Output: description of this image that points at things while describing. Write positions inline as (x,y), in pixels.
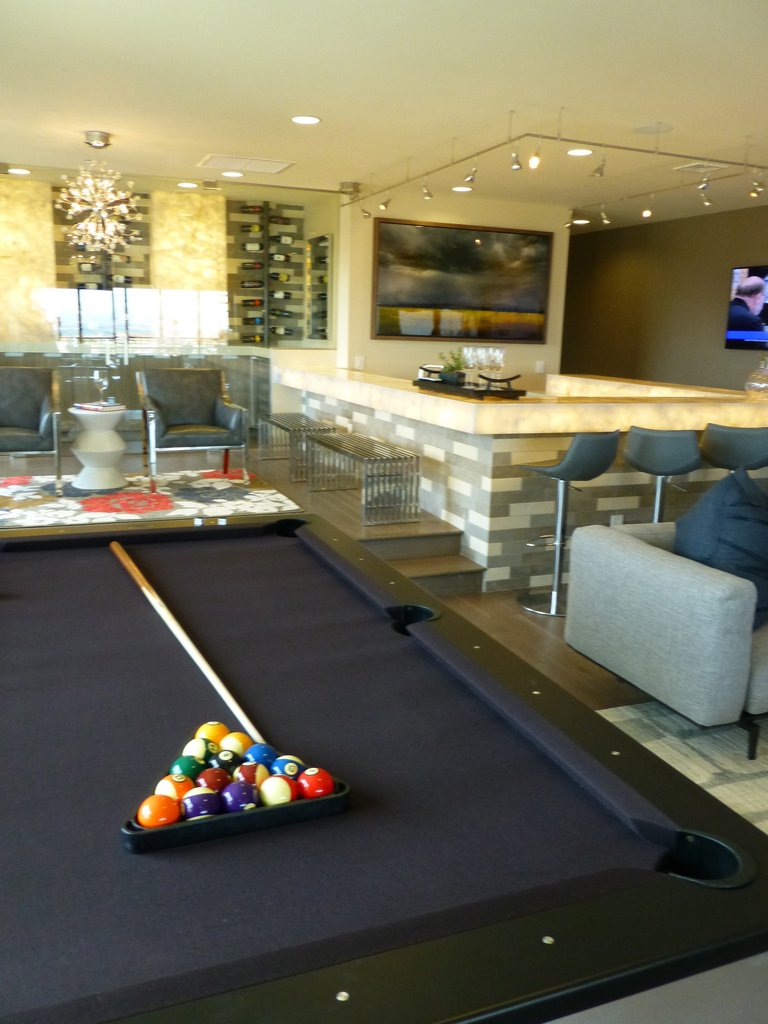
The image is taken in the room (369,542). At the left (152,687) there is a billiard board (464,718). On the right (649,635) there is a sofa (679,582) behind it there is a counter table (527,450) we can also see some stools (612,458). In the background (284,402) there is a wall (220,281). At the top (76,240) there are lights (86,240).
